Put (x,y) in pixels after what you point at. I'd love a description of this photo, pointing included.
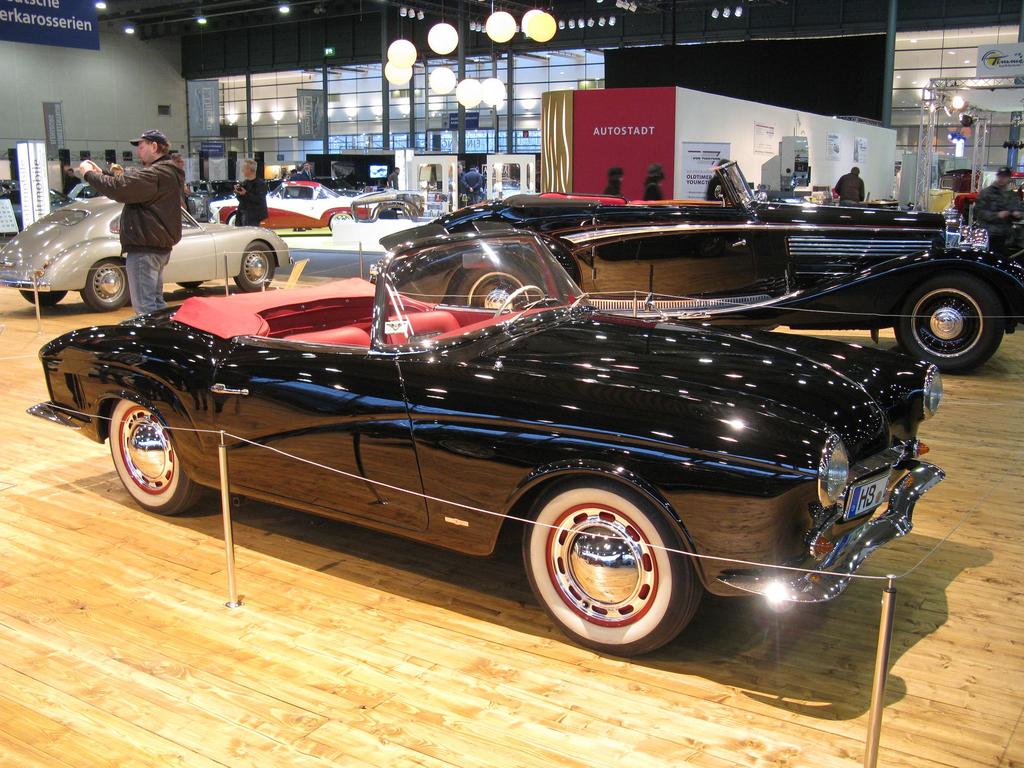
In this picture there are vehicles (600,490). In the foreground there is a railing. At the back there is a man (130,176) standing and holding the object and there are group of people (1004,201) and there are boards (580,137) and there is text (708,157) on the boards (721,150) and there are computers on the table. At the top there are lights (437,73). At the bottom (751,677) there is a floor (749,675).
